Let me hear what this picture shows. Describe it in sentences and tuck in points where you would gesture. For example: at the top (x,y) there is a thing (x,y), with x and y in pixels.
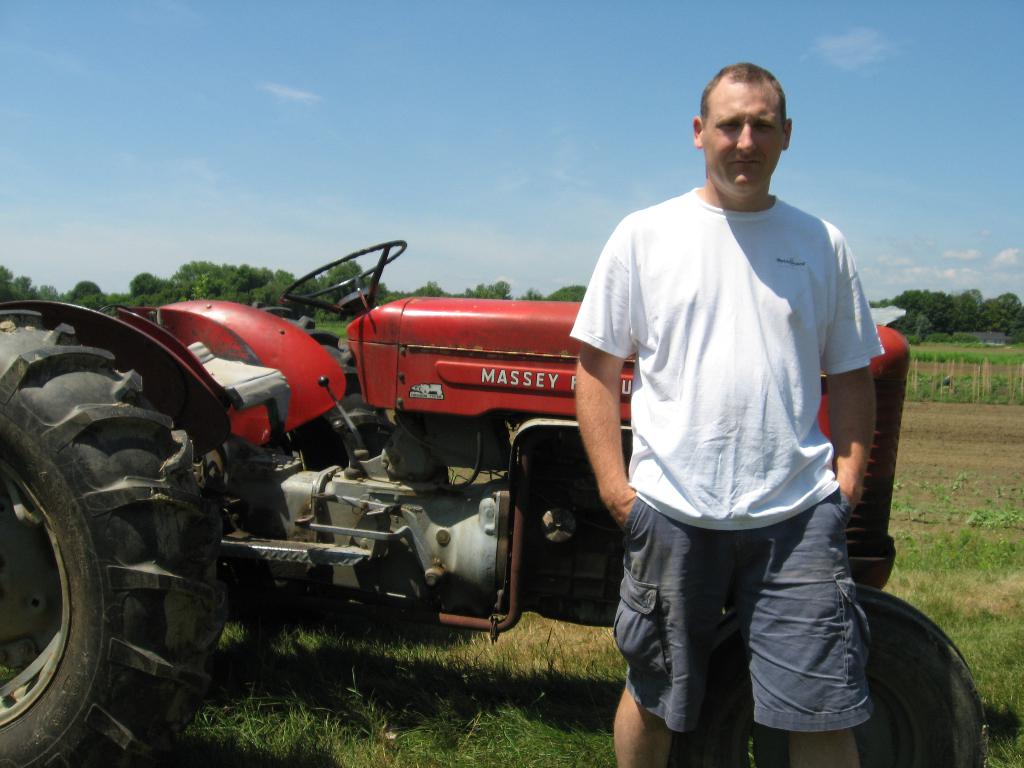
In this image in front (732,324) there is a person (716,207). Behind him there is a tractor (461,343). At the bottom of the image (393,729) there is grass (389,730) on the surface (395,728). In the background of the image (909,320) there are trees (915,310) and sky (903,208).
